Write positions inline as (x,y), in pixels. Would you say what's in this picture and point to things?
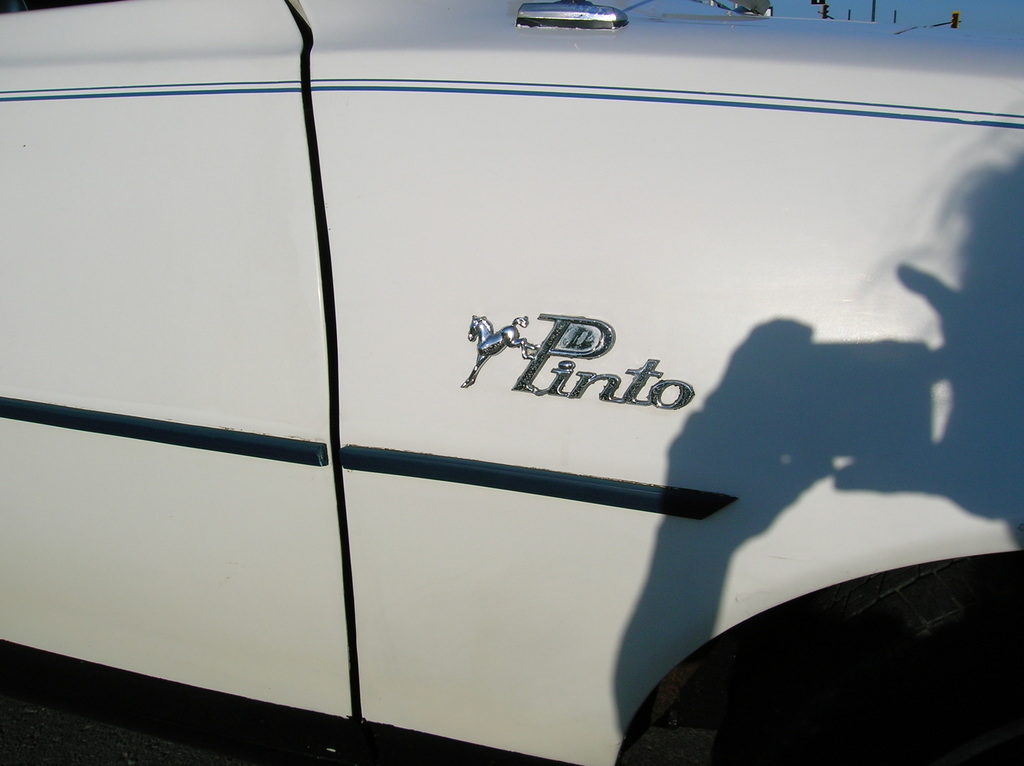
In the center of the image (358,473) there is a car (825,699).
